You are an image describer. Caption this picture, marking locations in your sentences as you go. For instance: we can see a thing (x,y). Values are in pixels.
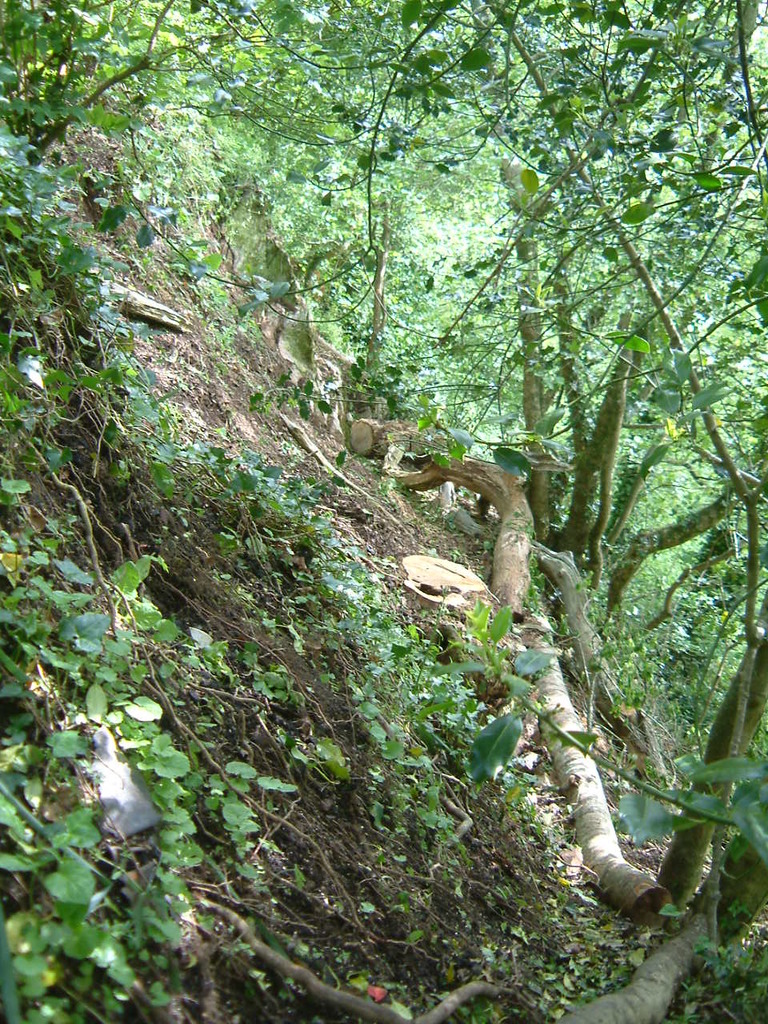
In this picture we can see a few trees (350,59).
